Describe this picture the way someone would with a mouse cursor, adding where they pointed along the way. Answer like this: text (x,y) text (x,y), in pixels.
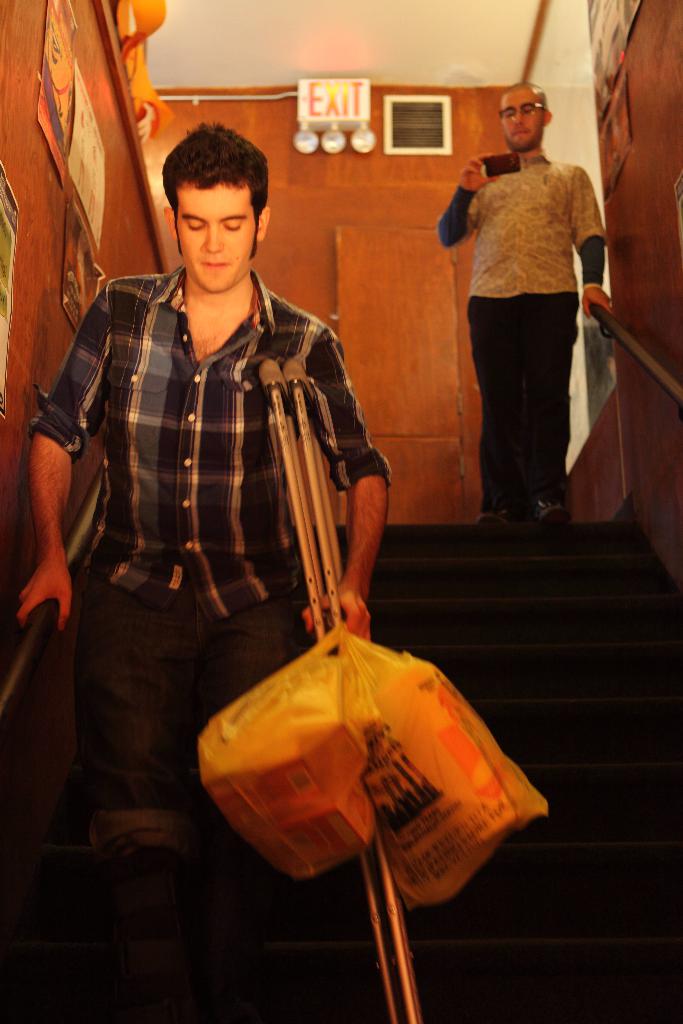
In the image in the center (279,580), we can see two persons (493,459) are standing and holding some objects (315,478). In the background (367,291) there is a wall (288,215), sign board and a collection of photos (604,43).
